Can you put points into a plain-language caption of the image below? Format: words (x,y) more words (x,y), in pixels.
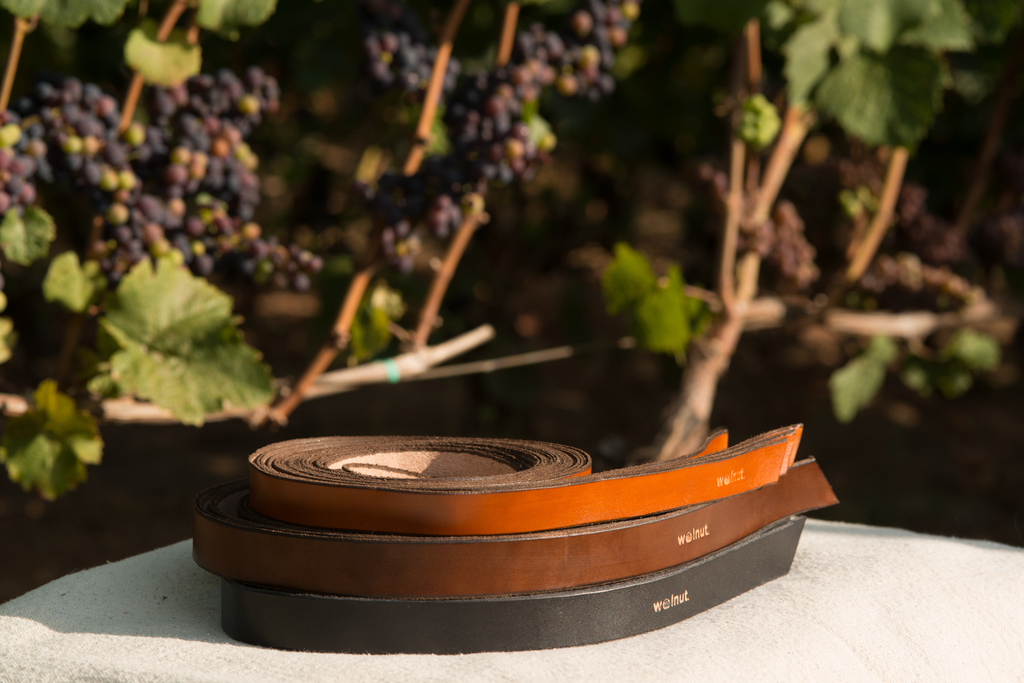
In the center of the image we can see one white color cloth (549,658). On the cloth (485,658), we can see three belts (540,538) in different colors. And we can see some text (679,538) on the belts (757,563). In the background (609,257) we can see plants (712,30), grapes (12,126), sticks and a few other objects (527,354).
